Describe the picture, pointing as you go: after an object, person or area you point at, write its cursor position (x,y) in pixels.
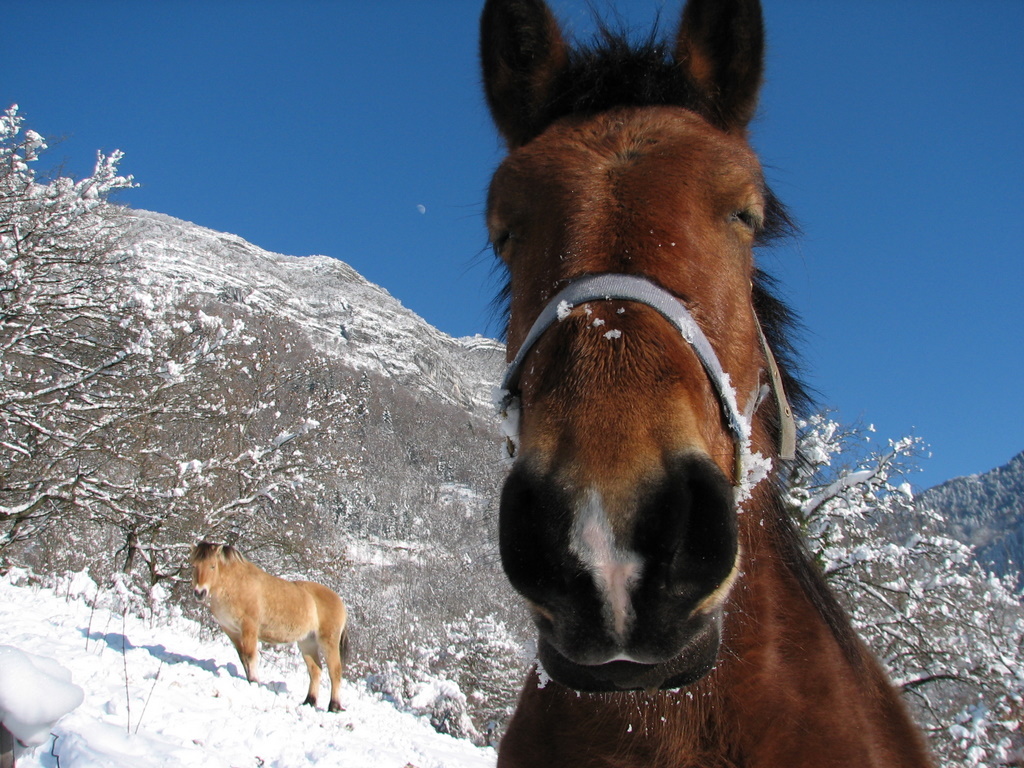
In this image there are two horses (534,588) standing on the snow (216,636), and there are hills (385,350) and trees (330,426) covered with snow (272,281), and in the background (281,200) there is sky (300,137).
